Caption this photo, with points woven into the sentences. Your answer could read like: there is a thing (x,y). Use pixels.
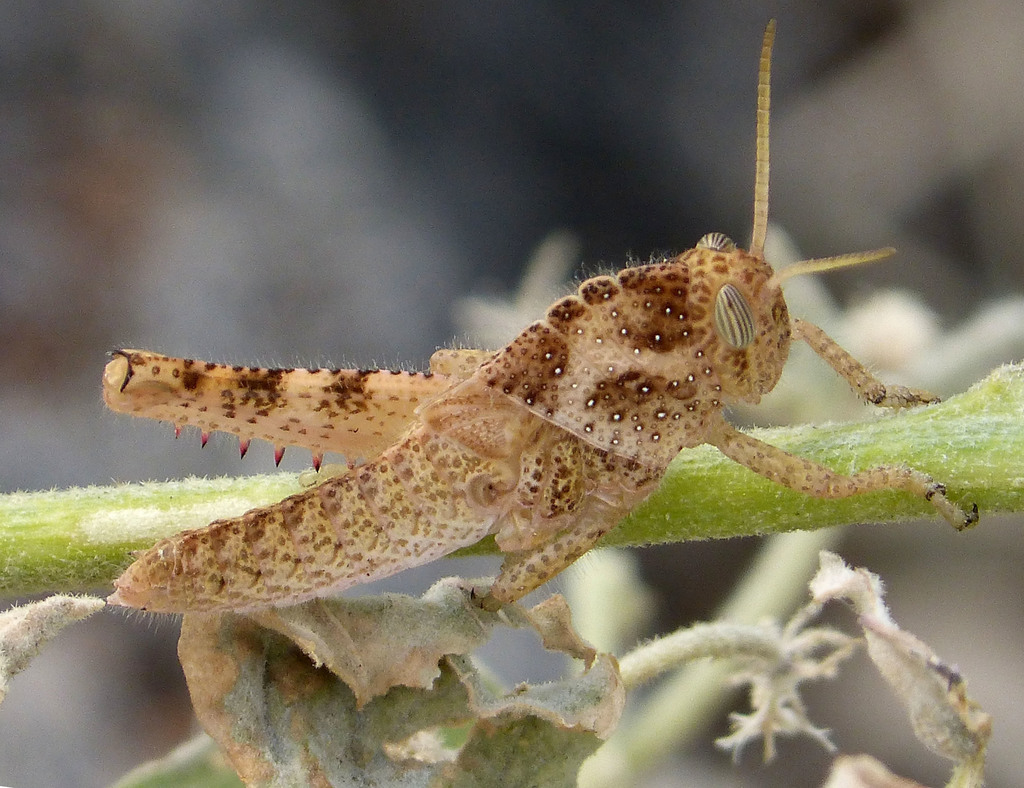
In the picture I can see an insect (623,270) on the stem (724,498) of a plant (856,606).
